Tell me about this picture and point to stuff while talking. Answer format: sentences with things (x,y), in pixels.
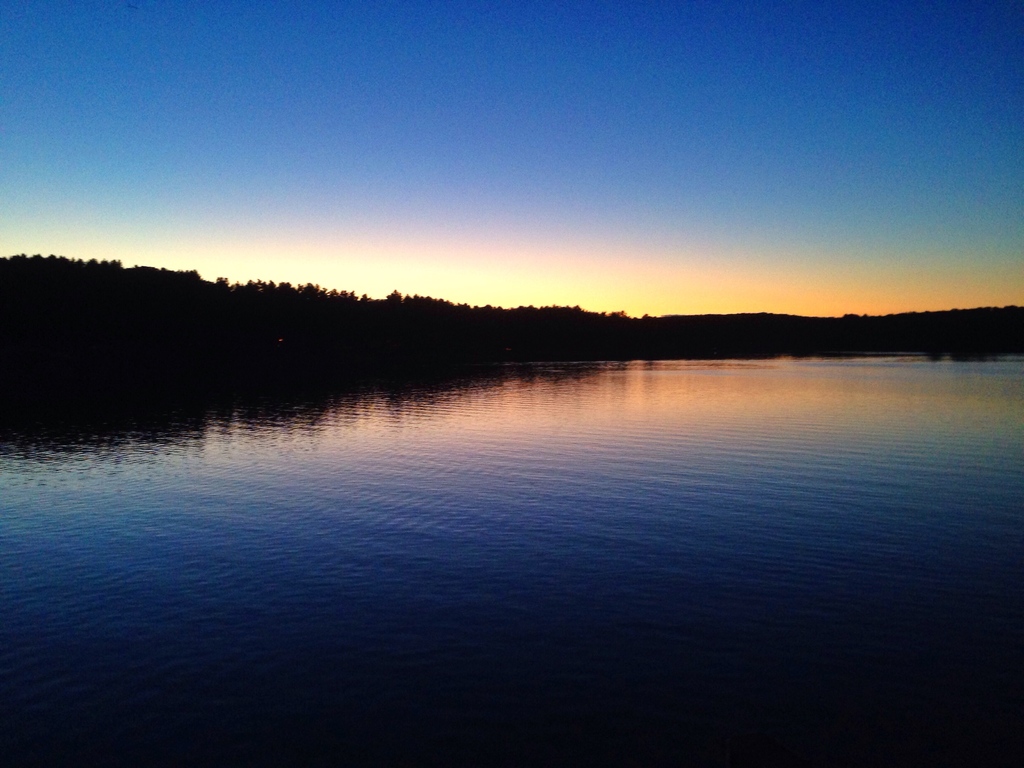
In the picture we can see water (383,455), in the background of the picture (404,345) there are some trees (90,295) and top of the picture (508,153) there is clear sky (432,245).
